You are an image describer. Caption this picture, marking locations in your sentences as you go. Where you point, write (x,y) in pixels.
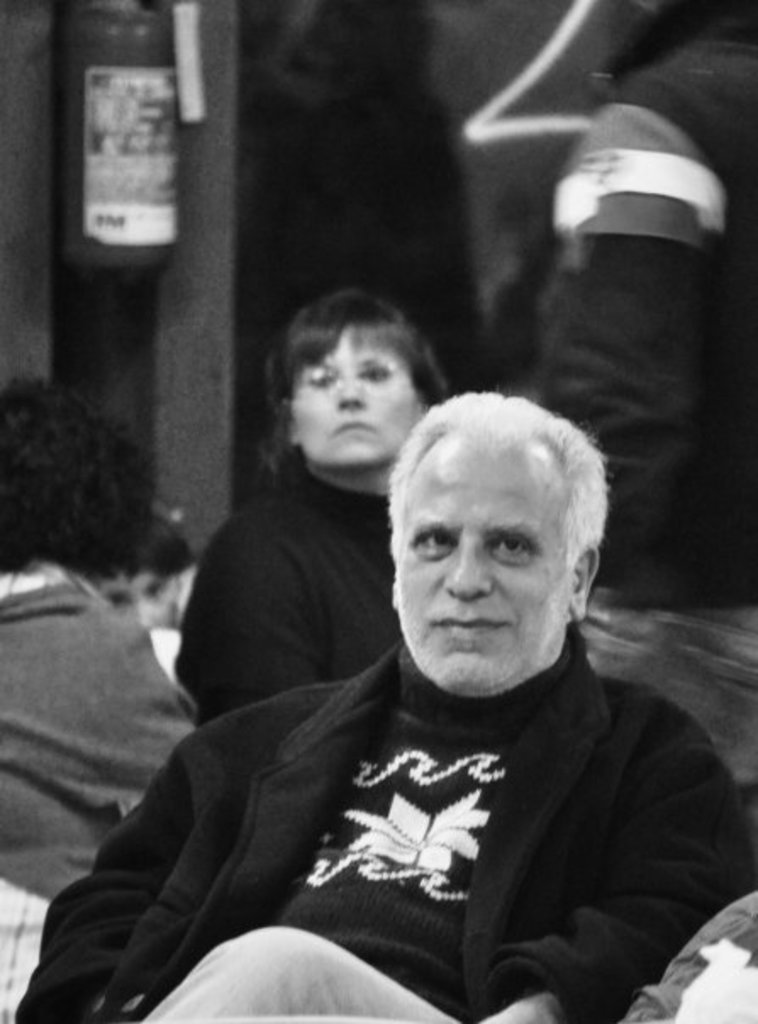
This is a black and white image. In this image there are few people (371,626) sitting. In the background (171,219) there is a fire extinguisher (116,91). And it is looking blurred in the background (562,177).
